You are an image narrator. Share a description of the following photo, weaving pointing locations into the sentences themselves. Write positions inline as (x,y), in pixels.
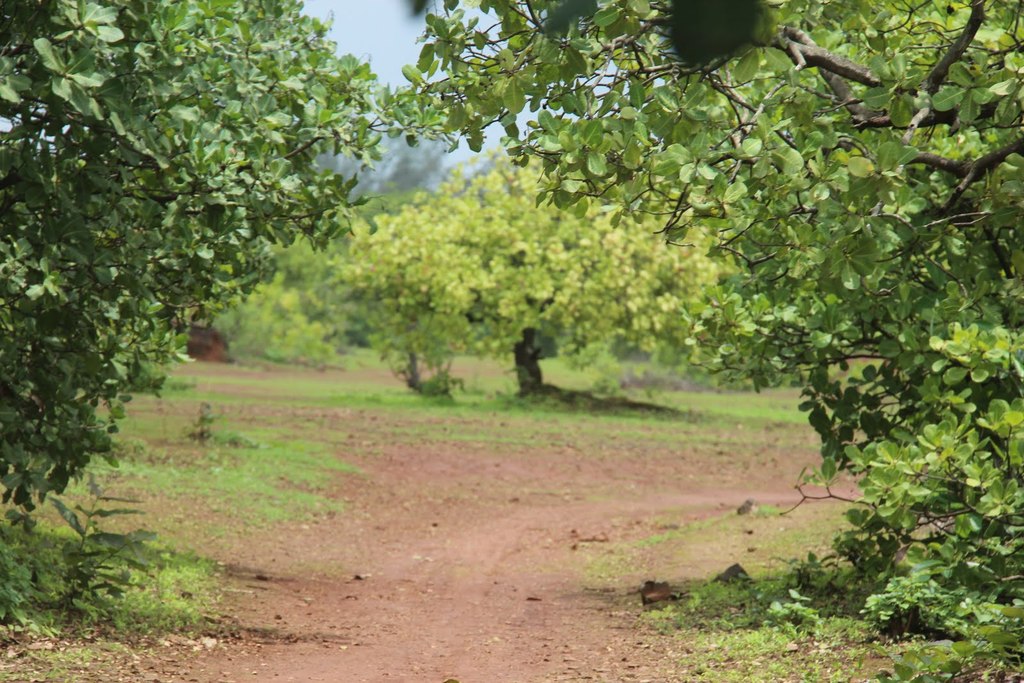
In this image we can see the ground (317,495), grass (188,563), plants (819,444) and trees (158,279) on the either side of the image. The background of the image (395,20) is slightly blurred, where we can see the sky (358,50).
